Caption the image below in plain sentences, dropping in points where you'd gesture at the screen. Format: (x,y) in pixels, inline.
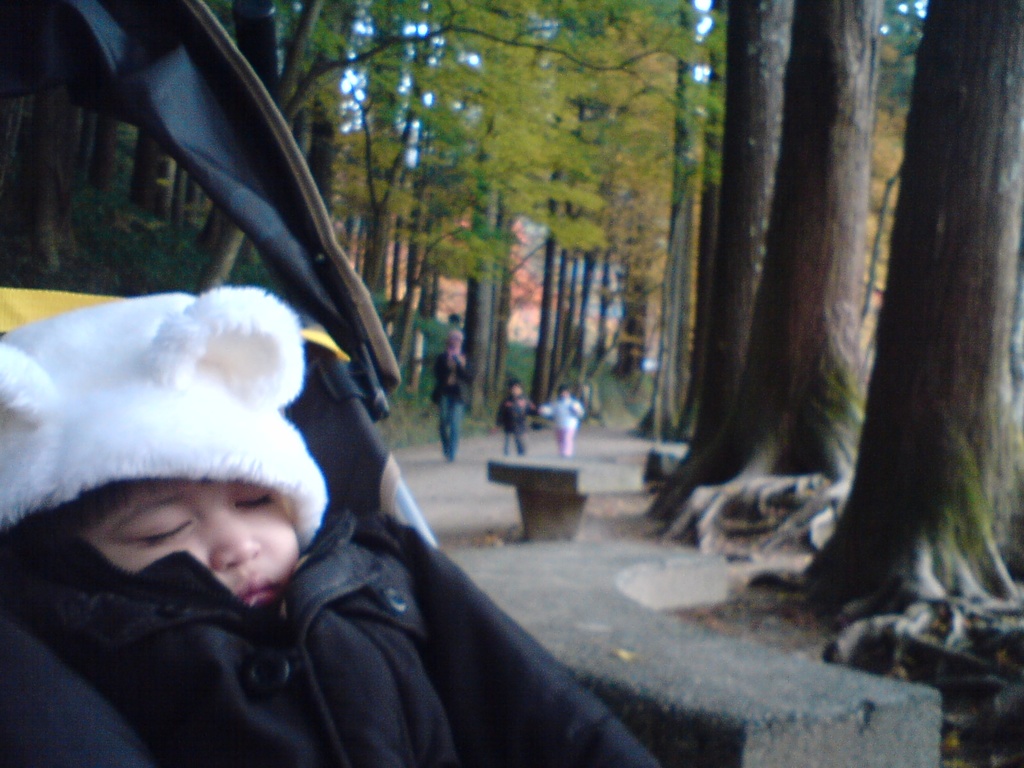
In this image we can see a baby (281,467) is sleeping, there are many trees (729,288), there are group of persons (502,423) walking on the ground (590,443), there is a bench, there is a sky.
